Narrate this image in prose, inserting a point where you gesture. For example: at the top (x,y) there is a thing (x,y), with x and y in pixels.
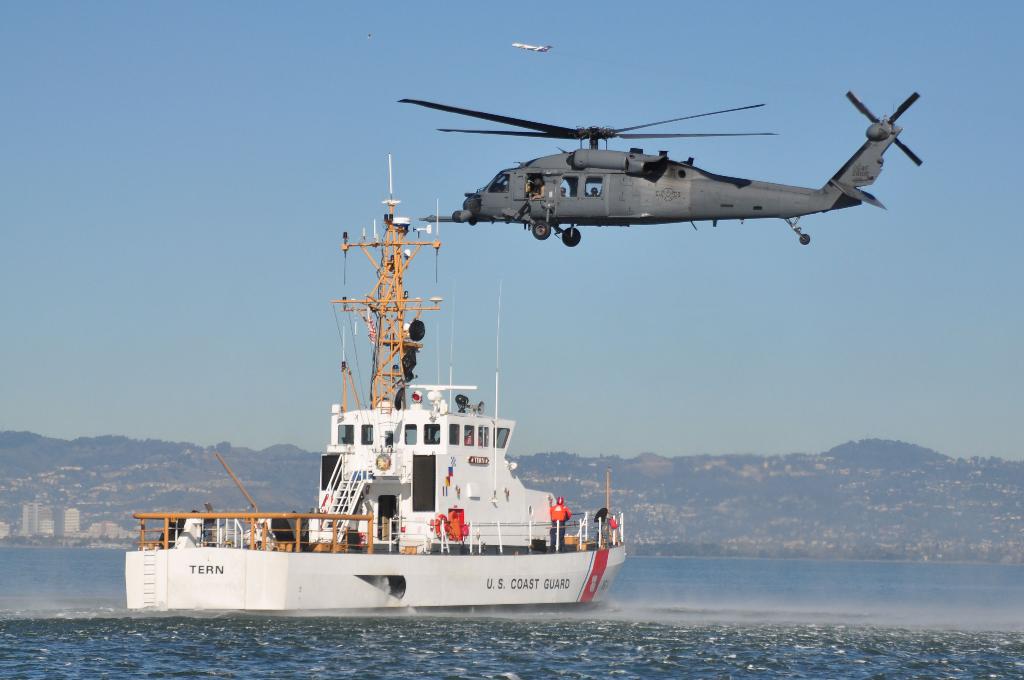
In this image at the bottom (318,621) there is an ocean (254,637) in the ocean (147,639) there is one ship (380,550), in that ship (399,545) there are some people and on the top of the image (633,187) there is a helicopter (652,191). In the background (616,475) there are some mountains (255,476), buildings (897,499) and trees (845,498). On the top of the image (668,94) there is sky (111,311).
